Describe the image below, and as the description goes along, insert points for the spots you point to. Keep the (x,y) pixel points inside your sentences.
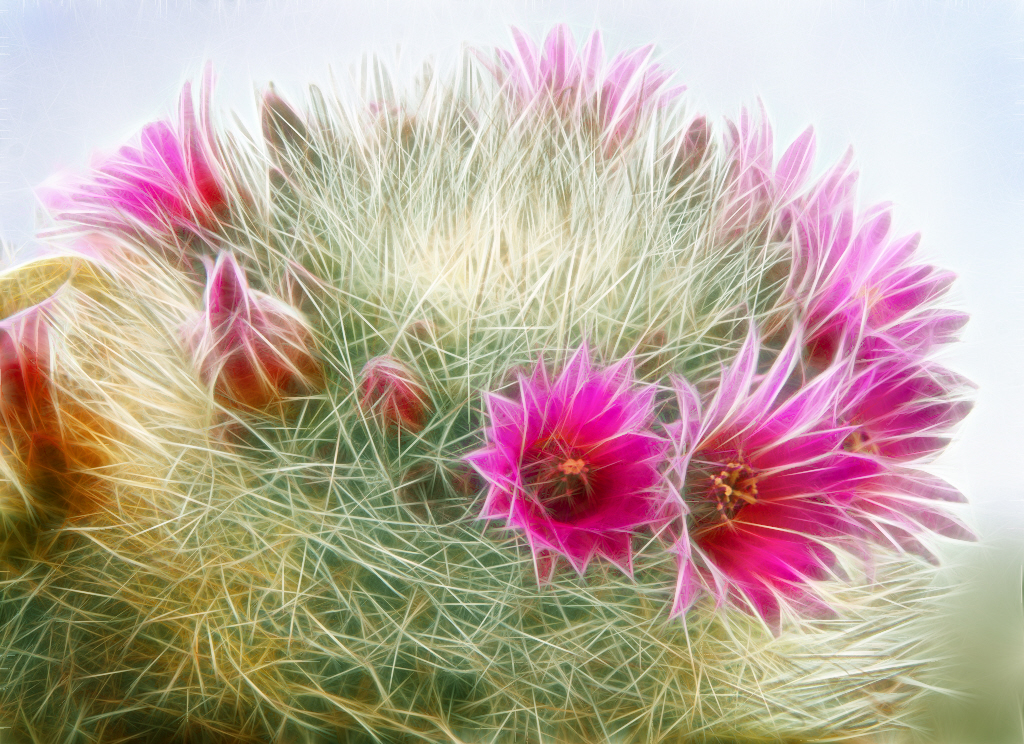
In this picture I can see the animated image which showing the flowers (569,366) and plants (704,311).
